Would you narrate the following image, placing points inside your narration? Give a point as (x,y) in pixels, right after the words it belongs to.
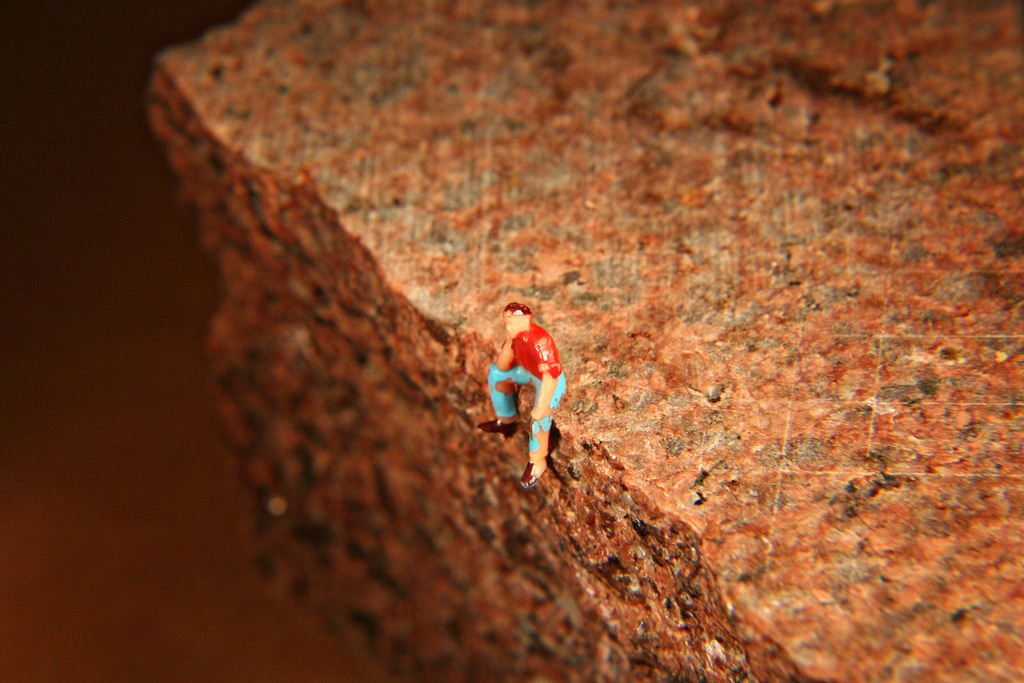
In this image there is a toy (518,358). It is sitting on a rock (643,405). To the left (153,520) it is blurry.
